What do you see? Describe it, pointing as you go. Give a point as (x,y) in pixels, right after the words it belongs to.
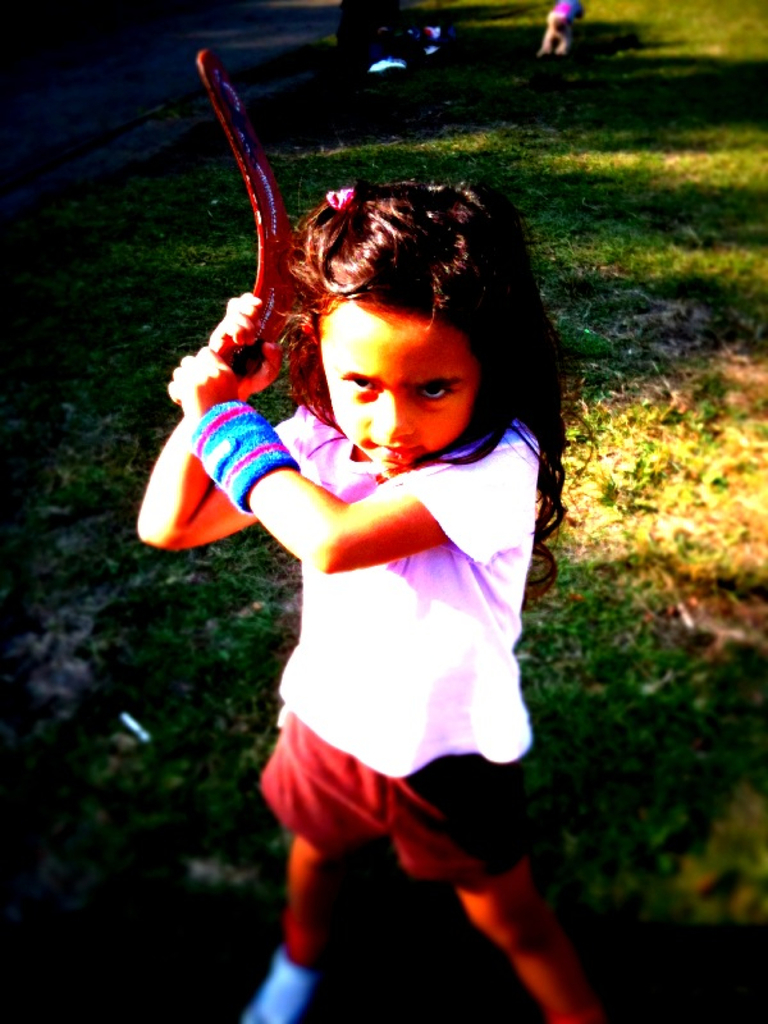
In this picture I can see a girl (401,590) is wearing white color t shirt (414,615) and shorts (376,825). The girl (423,638) is holding an object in the hand (198,360). In the background (374,159) I can see grass (458,60).
